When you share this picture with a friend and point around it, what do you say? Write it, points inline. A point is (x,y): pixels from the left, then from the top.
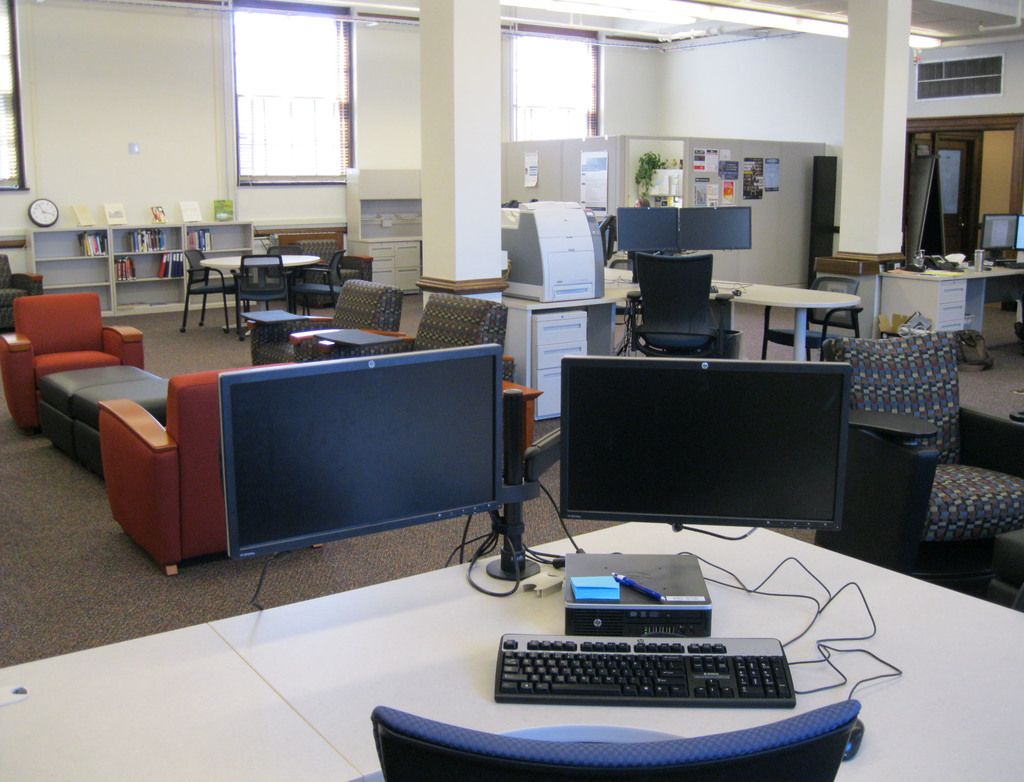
In the center (361,484) we can see table (806,582), on table (812,612) we can see monitors (361,510) and some objects (688,568). Coming to the background (771,265) we can see sofa (330,247), chairs (265,268), tables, pillar (446,130), wall (182,157), books (192,217), clock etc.
